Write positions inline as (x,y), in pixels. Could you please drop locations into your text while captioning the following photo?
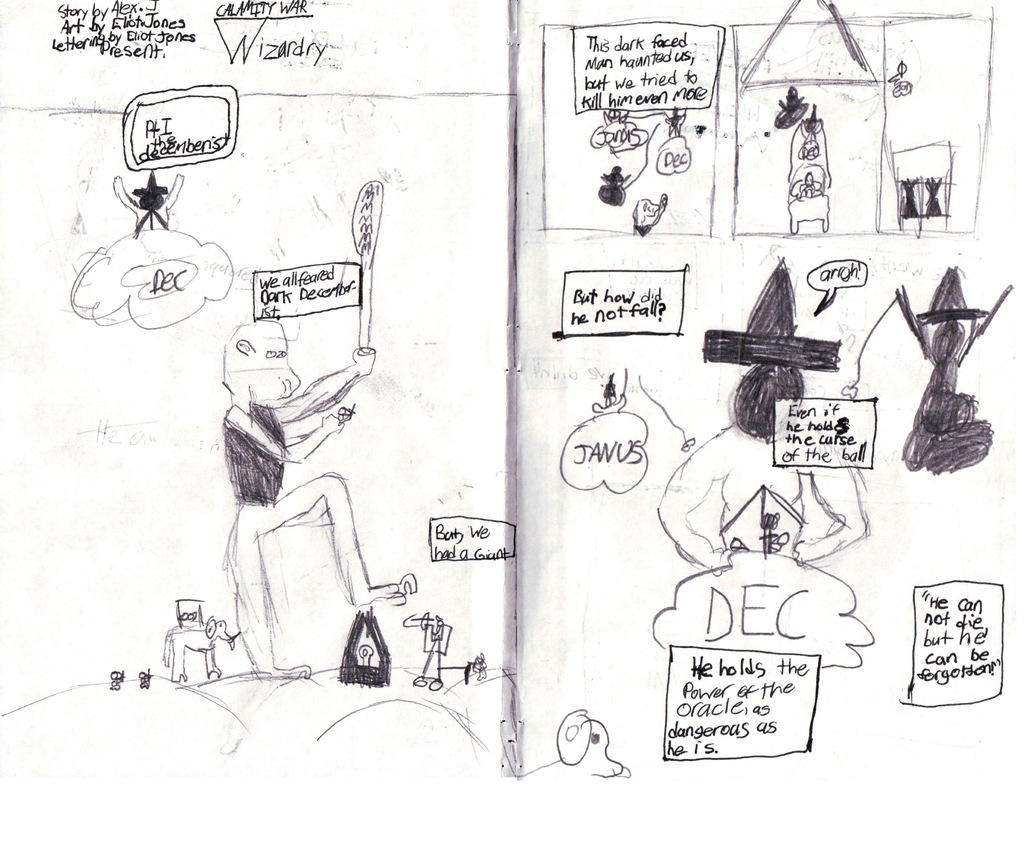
We can see drawing (833,482) of a person (345,559) and animal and we can see text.
